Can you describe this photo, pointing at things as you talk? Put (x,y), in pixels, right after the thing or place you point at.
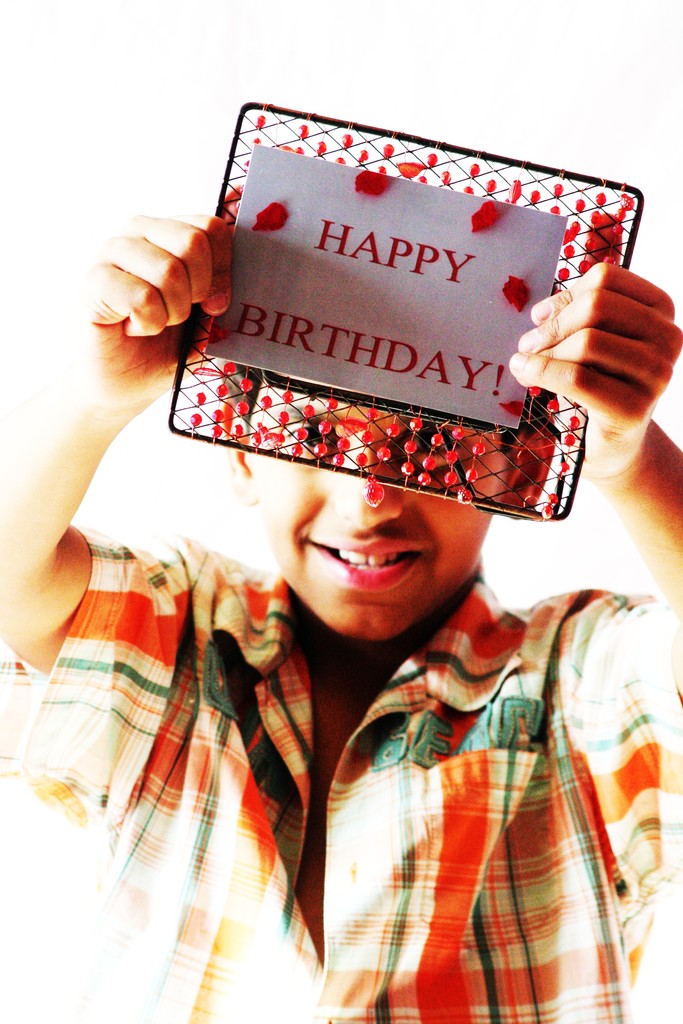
This image consists of a person (228,702). He is holding a card (301,341). On that ''Happy Birthday'' is written.
